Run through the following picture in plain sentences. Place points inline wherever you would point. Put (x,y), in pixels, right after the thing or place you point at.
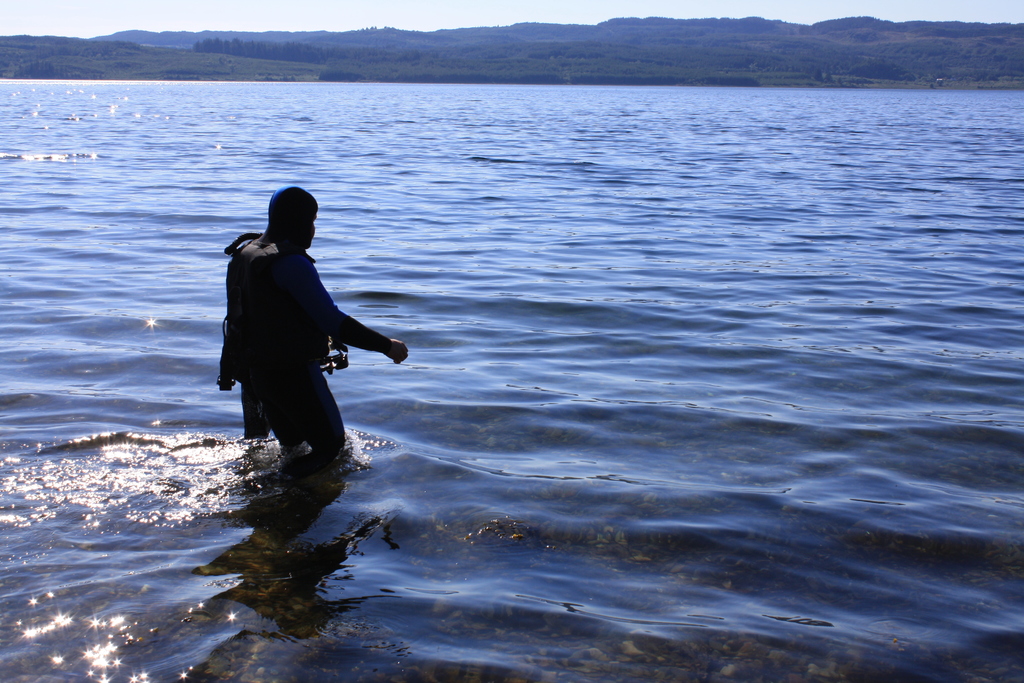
This picture is clicked outside the city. On the left (270,257) we can see a person (298,425) is in the water body (421,152). In the background (275,13) we can see the sky (246,14), trees (308,55), hills (670,33) and some other objects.
